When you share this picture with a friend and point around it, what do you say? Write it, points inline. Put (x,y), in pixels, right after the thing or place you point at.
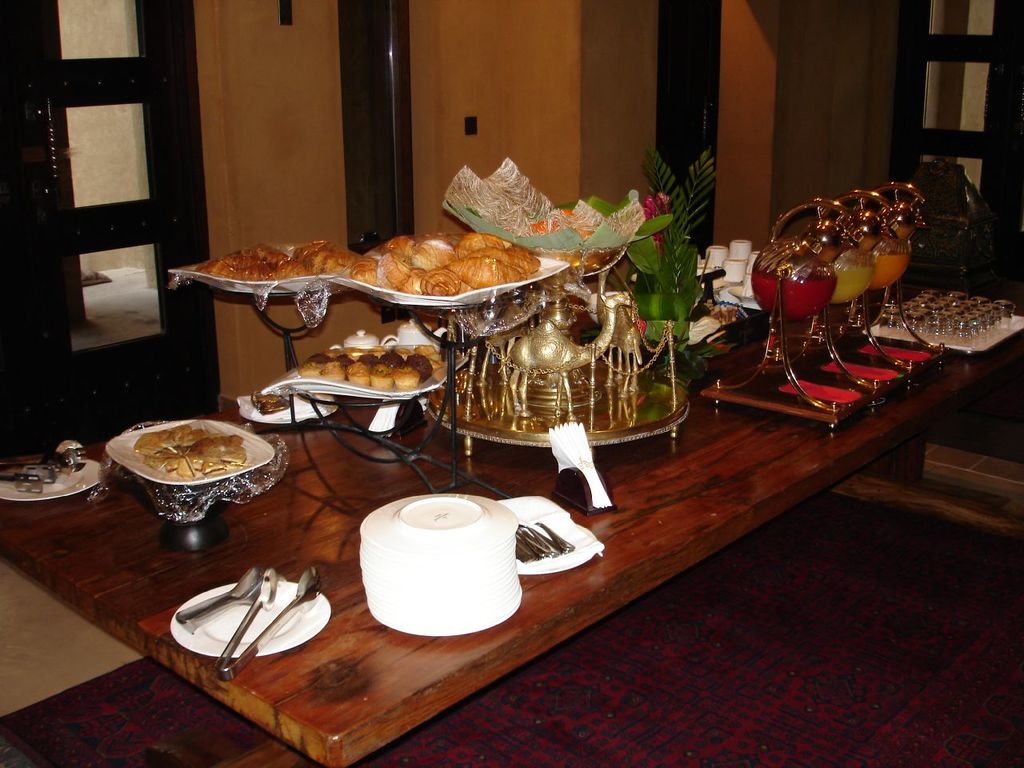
This image consist of a table (145,646). On which there is food (310,261) along plates (497,572) and spoons (231,593). In the background (706,69) there is door (174,157) along with wall (531,118).
